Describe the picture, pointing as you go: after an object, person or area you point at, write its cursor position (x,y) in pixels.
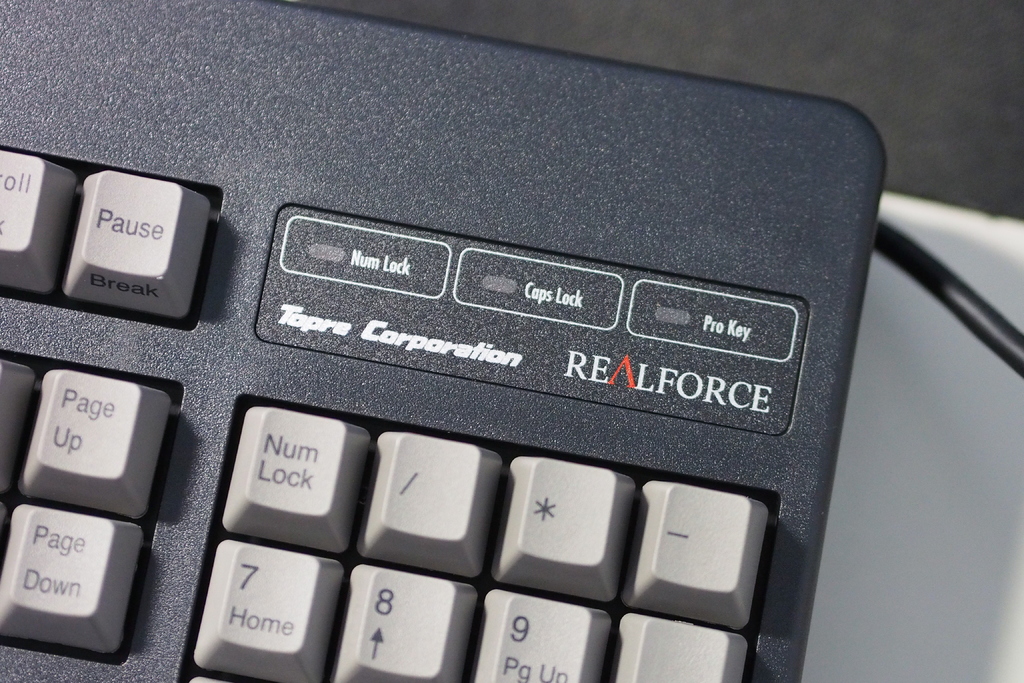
In this image there is a keyboard (683,273), on that keyboard (436,351) there is some text (461,354) written.
